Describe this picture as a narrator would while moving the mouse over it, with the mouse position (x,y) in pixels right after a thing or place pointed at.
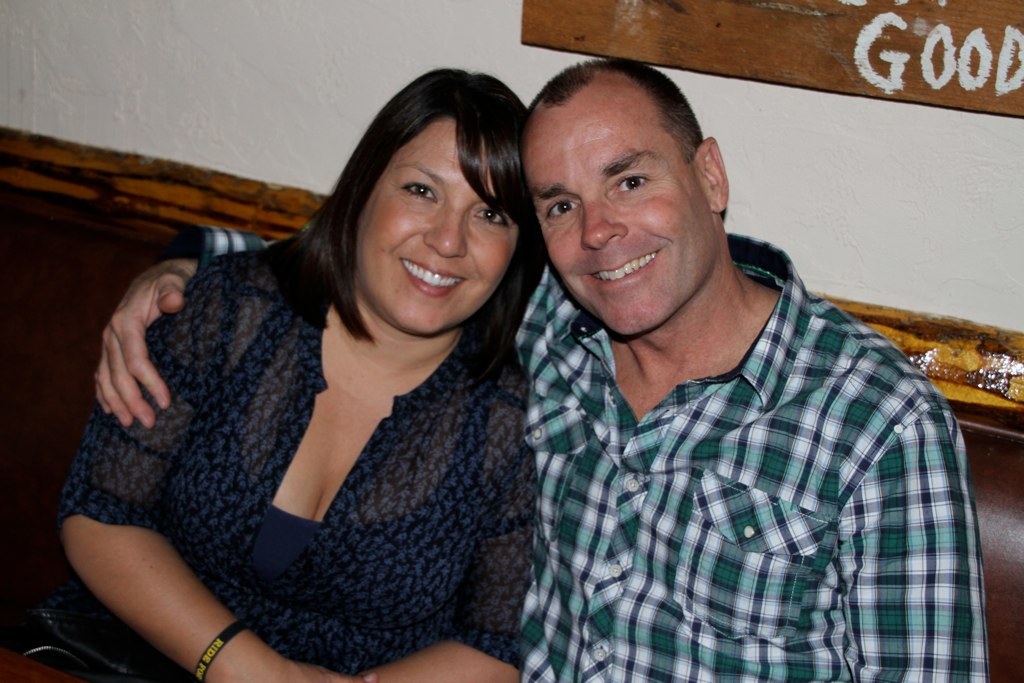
In this image I can see two persons (552,276) sitting. The person (721,470) at right (769,458) is wearing white and green color shirt (748,493) and the person (418,424) at left (298,385) is wearing blue color dress (298,390). In the background (923,93) I can see the board (876,76) attached to the wall (872,190) and the wall (876,229) is in white color.
